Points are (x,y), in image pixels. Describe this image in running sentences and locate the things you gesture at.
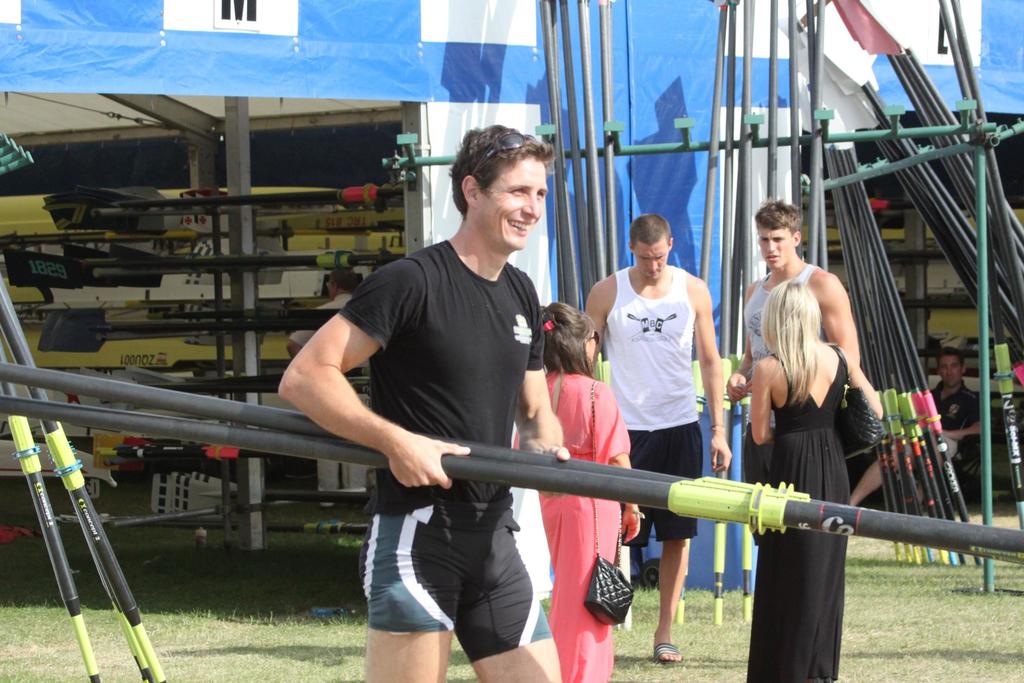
In this image we can see some group of persons (758,396) standing, in the foreground of the image (426,401) there is a man (445,389) wearing black color dress (390,491) standing and holding black color sticks (196,438) in his hands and in the background of the image (76,202) there are some sticks (809,214) which are arranged and there is blue color sheet (626,208).
